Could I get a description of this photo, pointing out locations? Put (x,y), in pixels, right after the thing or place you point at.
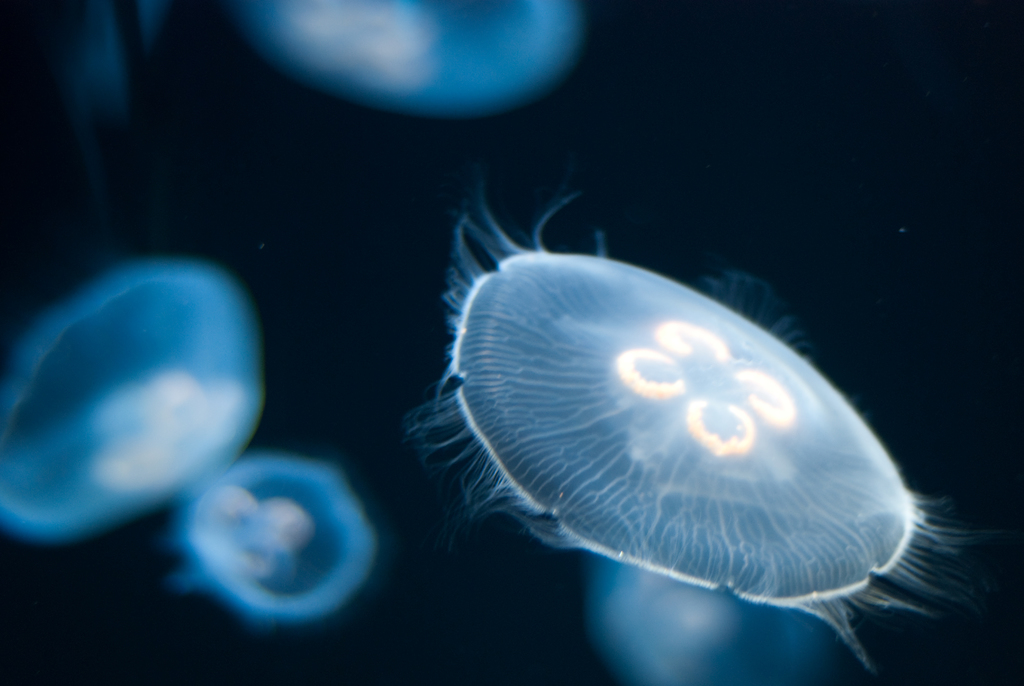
In this picture we can see moon jellyfish (764,342). On the back (718,655) we can see many jellyfish (608,603) in a blur image.
